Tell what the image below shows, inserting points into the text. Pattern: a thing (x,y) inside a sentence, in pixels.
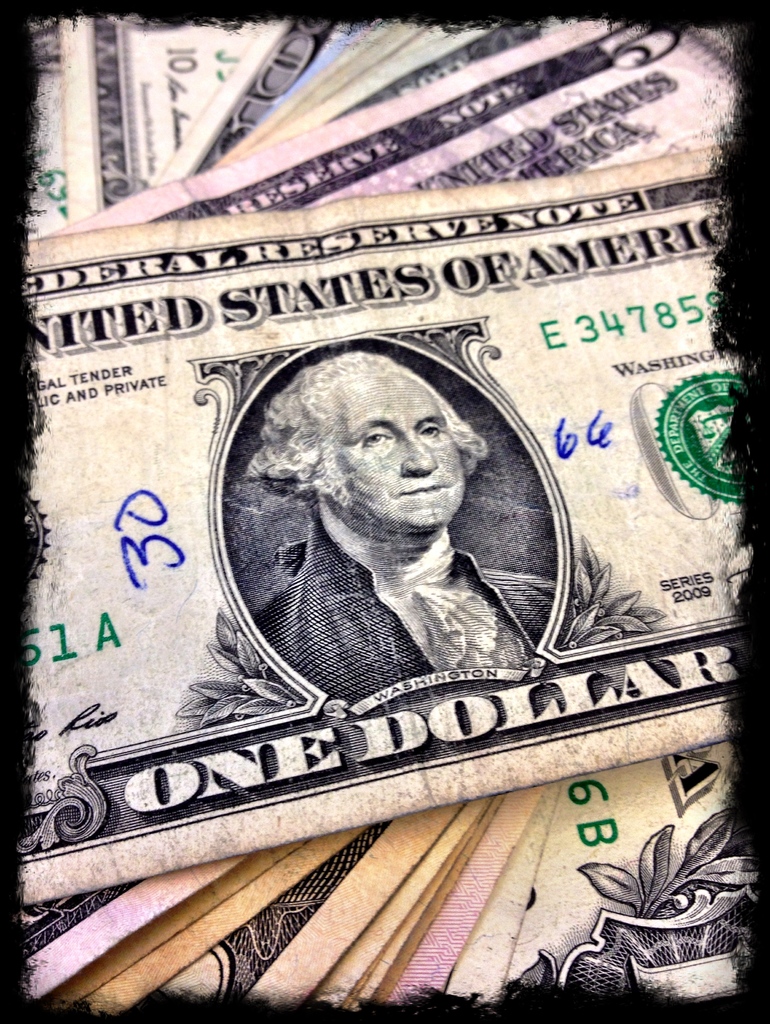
In this image we can see the currency notes (402,402) with some text (273,768) and picture (500,442).
